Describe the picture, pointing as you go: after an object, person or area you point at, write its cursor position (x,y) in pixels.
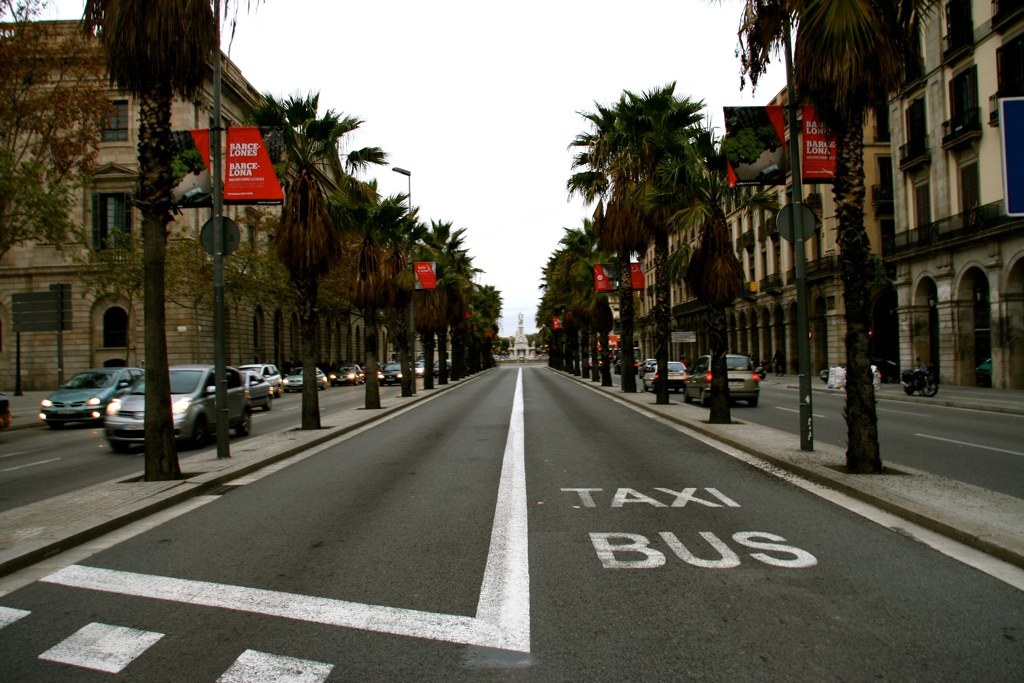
On the right (1008,312) and left side of the image (190,414) we can see vehicles (68,416), trees (547,302) and buildings (772,323). In the center of the image (536,443) we can see road (519,419) and pillar (519,331). In the background (504,54) there is sky (436,133).
